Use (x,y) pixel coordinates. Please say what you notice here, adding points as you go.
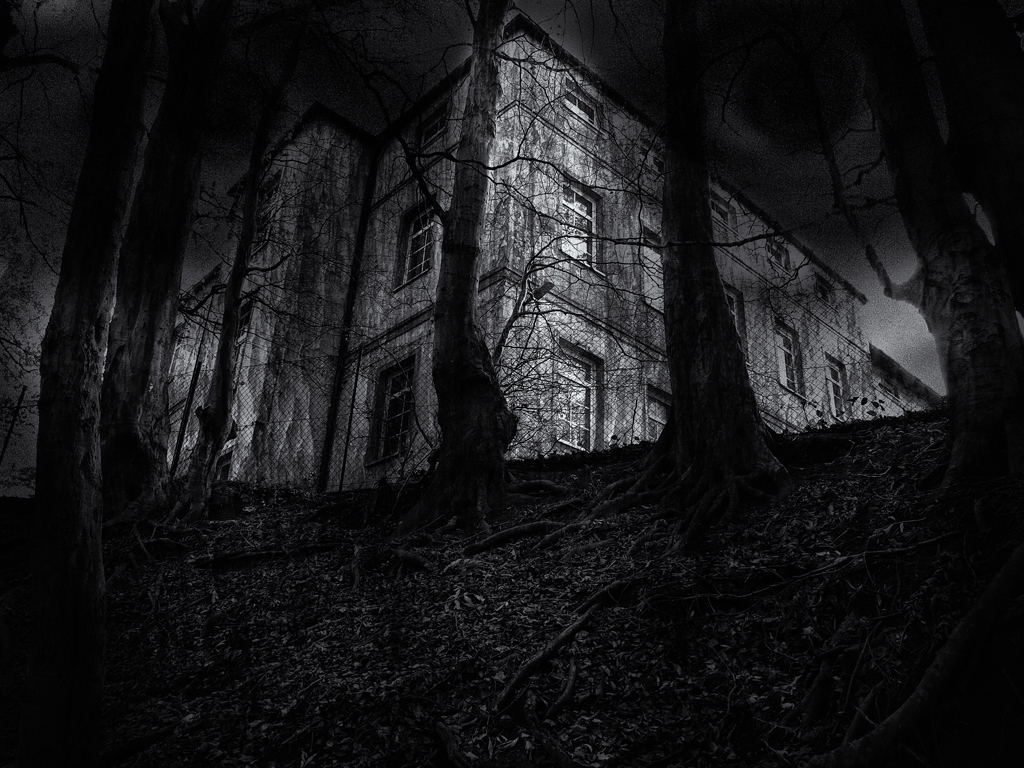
In this picture we can see some dry trees (676,307) in the front (691,313). Behind there is a building (581,371) with some windows (583,405). On the top (758,133) we can see the dark sky (819,96).
